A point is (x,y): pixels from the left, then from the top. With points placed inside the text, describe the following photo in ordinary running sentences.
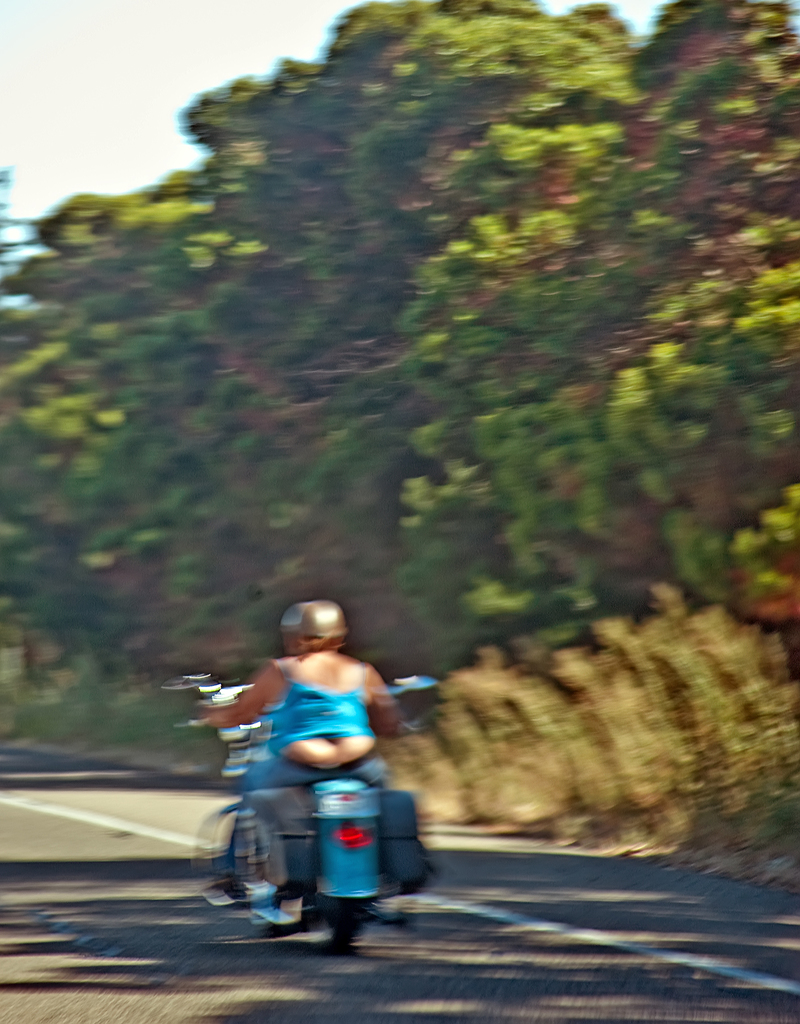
In this image we can see a person (378,732) riding a motorcycle (319,888) on the road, on the right side (580,214) there are some trees (316,236) and in the background (253,45) we can see the sky (333,1).
